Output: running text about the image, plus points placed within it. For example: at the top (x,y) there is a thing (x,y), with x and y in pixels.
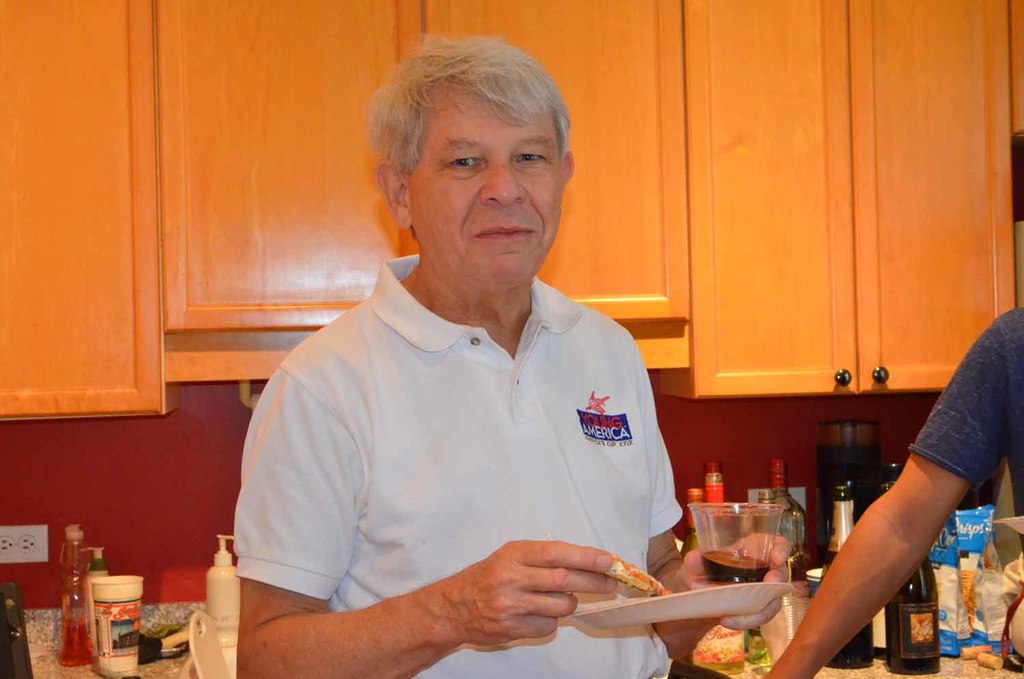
In this image we can see two persons (632,418). One person (484,364) wearing a white shirt (402,480) is holding food (636,571) in one hand (593,563) and in other hand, we can see a glass (760,558) and a plate (756,590). In the background (804,248), we can see the group of bottles (906,602) and bags (963,615) placed on the countertop (57,647) and some cupboards (848,137).
